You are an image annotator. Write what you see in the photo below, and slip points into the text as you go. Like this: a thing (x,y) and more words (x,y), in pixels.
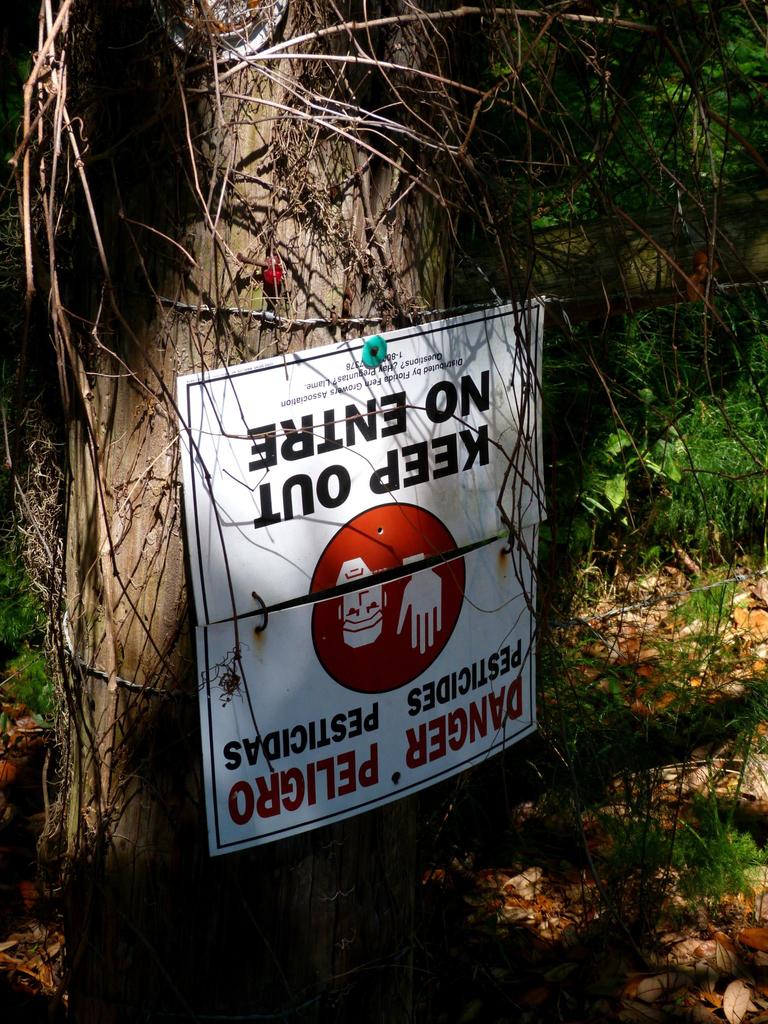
In the center of the image (508,426) there is a poster (508,426) on the tree trunk (130,871). At the bottom of the image (576,945) there are dried leaves (644,975).
